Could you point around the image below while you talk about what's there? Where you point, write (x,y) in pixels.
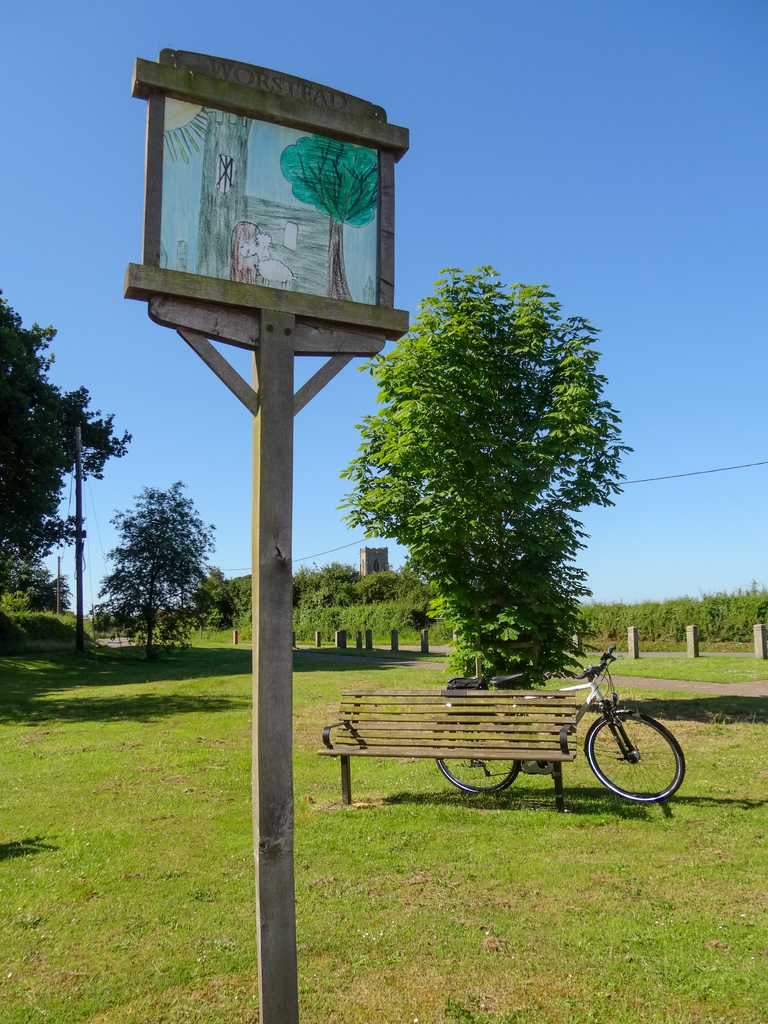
Here in this picture we can see a board (294,348) present on a wooden pole (258,525), which is present on the ground (223,944) over there and we can see the ground (223,923) is fully covered with grass (223,944) over there and in the middle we can see a bench (447,744) present over there and beside it we can see a bicycle (565,688) present and we can see trees (533,607) and plants (233,587) present all over there and we can see electric poles (77,461) also present here and there.
